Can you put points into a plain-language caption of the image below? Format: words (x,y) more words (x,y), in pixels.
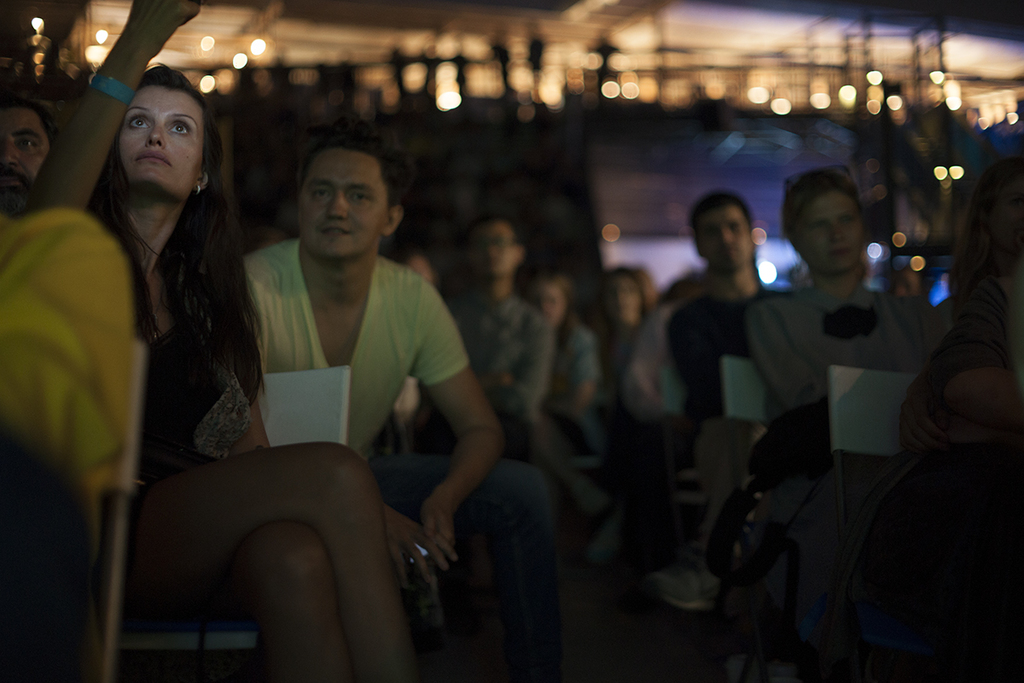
In this image I can see the group of people (533,467) with the different color dresses (693,364). These people (376,477) are sitting on the chairs (149,619) and I can see the lights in the back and it is blur.
